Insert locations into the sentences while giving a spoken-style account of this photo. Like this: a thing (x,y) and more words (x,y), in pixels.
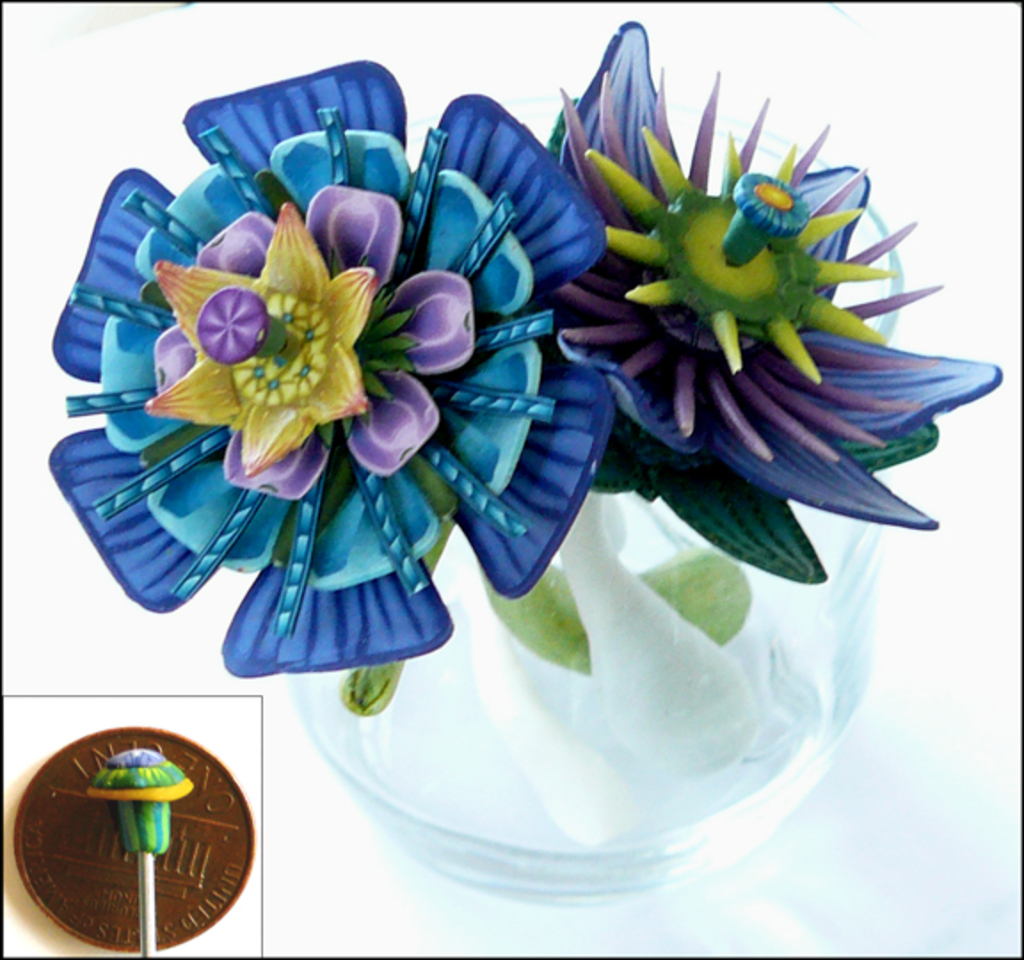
In this image there is an artificial flower (494,437) in the pot (711,666) and there are objects (164,845).
